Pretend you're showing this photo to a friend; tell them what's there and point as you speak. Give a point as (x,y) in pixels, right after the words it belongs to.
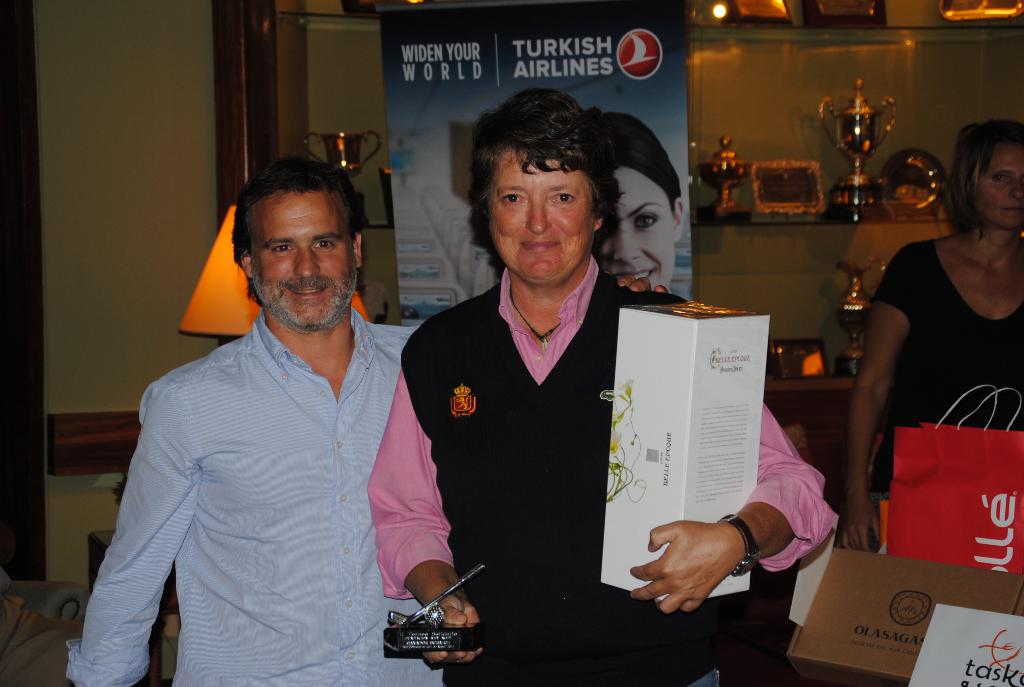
In the image we can see there are three people (876,338) standing, they are wearing clothes (342,419). This person (520,500) is wearing a wrist watch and a neck chain (533,334), and the person (514,317) is holding a box (684,467) in hand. This is a paper bag (913,476), poster (686,84), trophies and shelves (816,37). The two of them are smiling.
